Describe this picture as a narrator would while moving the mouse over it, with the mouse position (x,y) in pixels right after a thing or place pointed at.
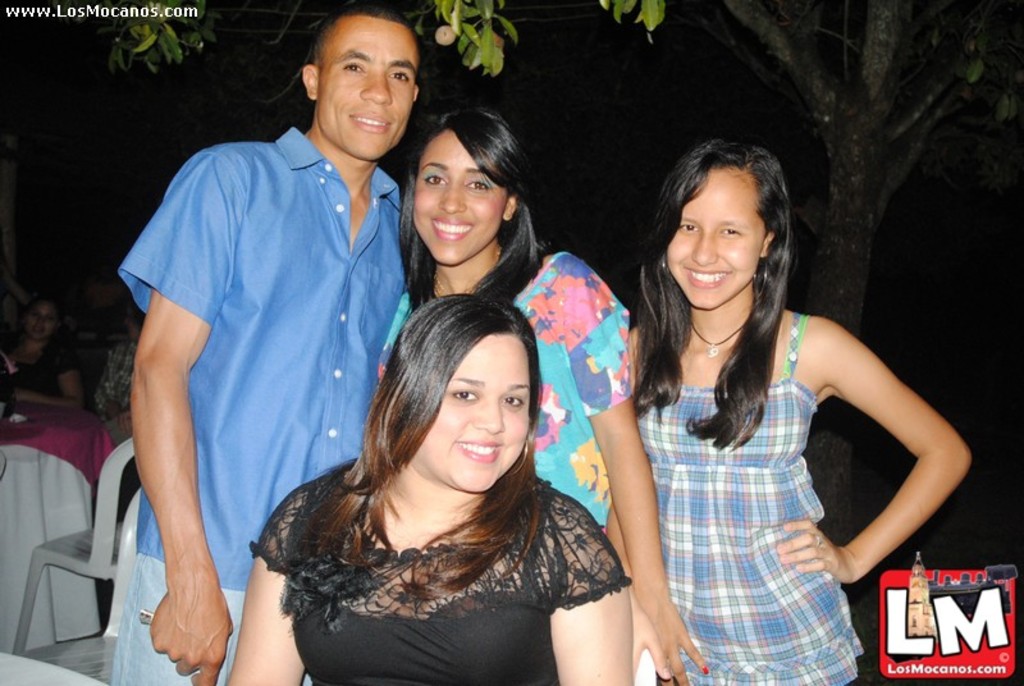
In this image i can see 2 women (528,219) and a man (326,195) standing, and a woman (482,545) sitting in front of them. In the background (827,154) i can see a tree (832,32) and few people (50,359) sitting.
